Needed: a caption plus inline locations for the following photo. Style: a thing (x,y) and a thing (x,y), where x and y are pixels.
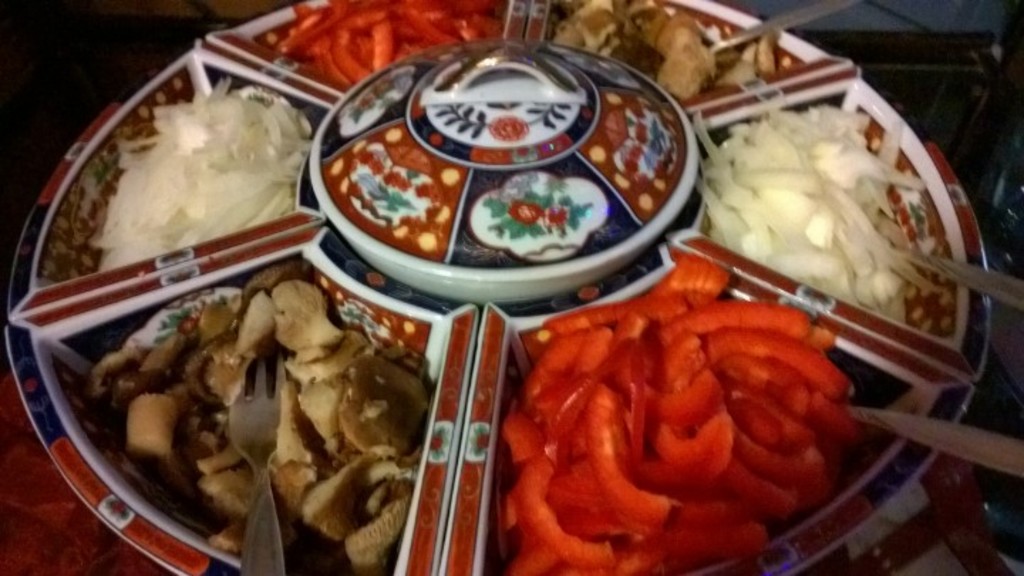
In the center of the image (633,363), we can see food items (298,130) and spoons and a fork (238,413) are on the plate (412,168). At the bottom (55,540), there is table (79,521).
